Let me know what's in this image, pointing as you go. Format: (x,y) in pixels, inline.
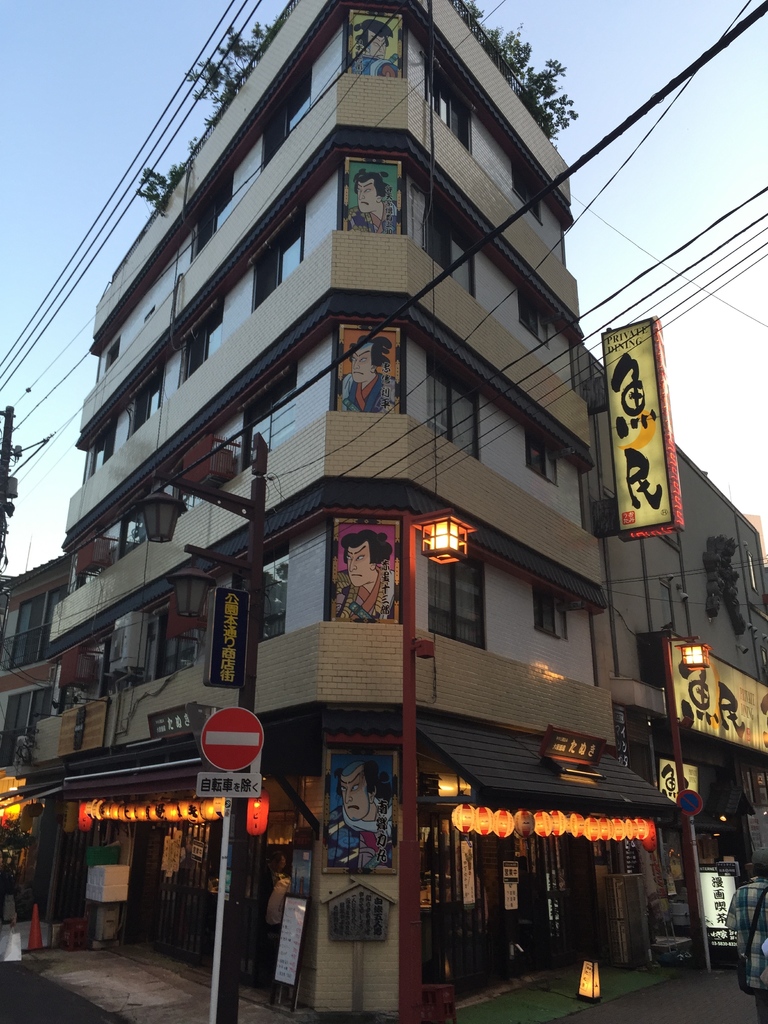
In this picture we can see there are two poles (241,877) with boards (241,750) attached to it. Behind the poles (227,863) there are buildings (238,395), name boards (746,681), cables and plants (546,93). On the right side of the image (735,919), there is a person (731,910). On the left side of the image (38,919), there is a traffic cone (33,927). Behind the buildings (140,767) there is the sky (485,3).
